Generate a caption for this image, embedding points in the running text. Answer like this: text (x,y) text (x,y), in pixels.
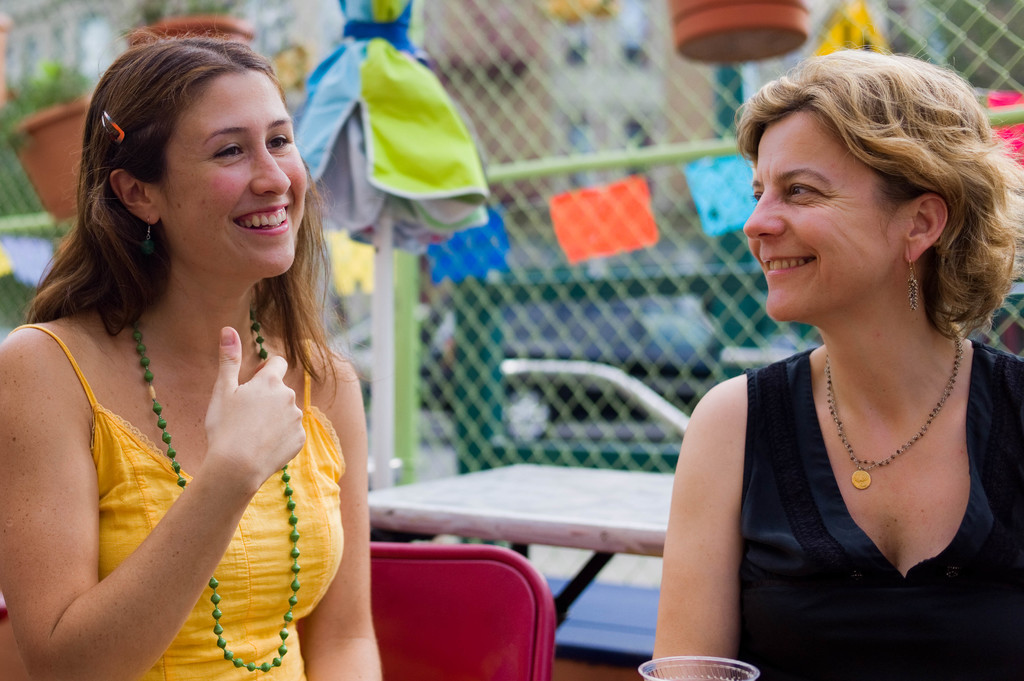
In this image there are two persons (190,398) sitting and smiling, and there is a chair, table (392,523), wire fence (531,391), plants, umbrella (358,87) to a pole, buildings (25,49), vehicles (503,385).
